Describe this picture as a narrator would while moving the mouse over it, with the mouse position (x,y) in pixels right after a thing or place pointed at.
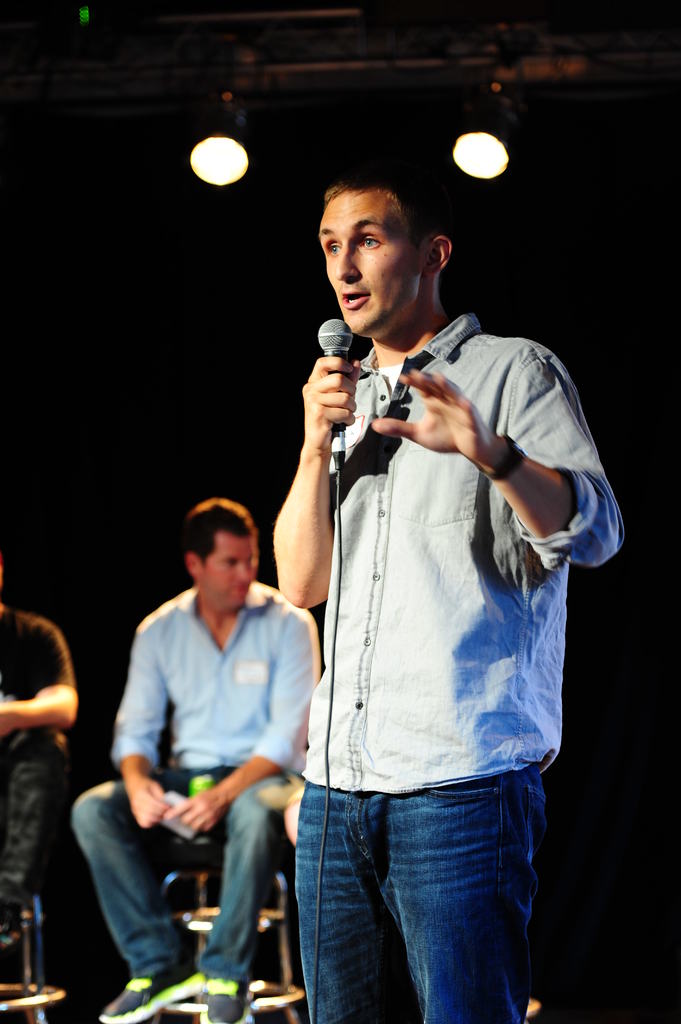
This is the picture of a guy (412,660) wearing blue shirt (384,767) and blue jeans (332,833) holding a mic (334,321) in his right hand (348,362) and behind him there is a person (188,734) sitting on the chair (195,840) and above there are two lights (227,139).
